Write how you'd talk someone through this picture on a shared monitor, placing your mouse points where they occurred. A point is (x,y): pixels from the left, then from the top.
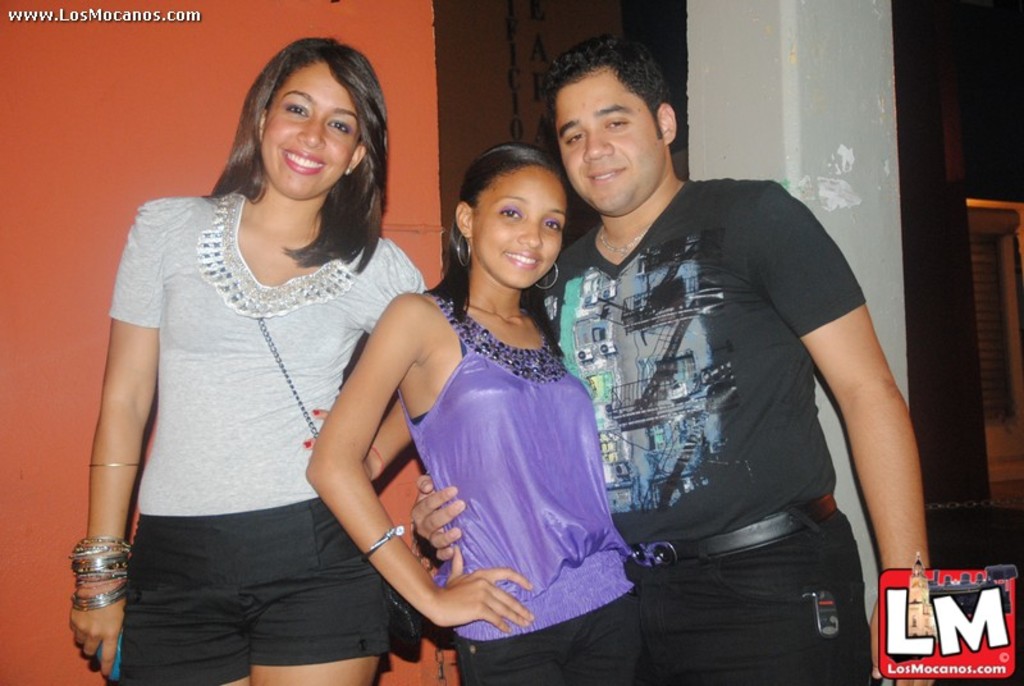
In this picture, we can see a few people (439,418), and in the background (452,80) we can see the wall (235,93), pillar (715,117), door (973,265), and we can see some watermarks (885,592) on top left (189,16) and bottom right side of the picture (937,582).
